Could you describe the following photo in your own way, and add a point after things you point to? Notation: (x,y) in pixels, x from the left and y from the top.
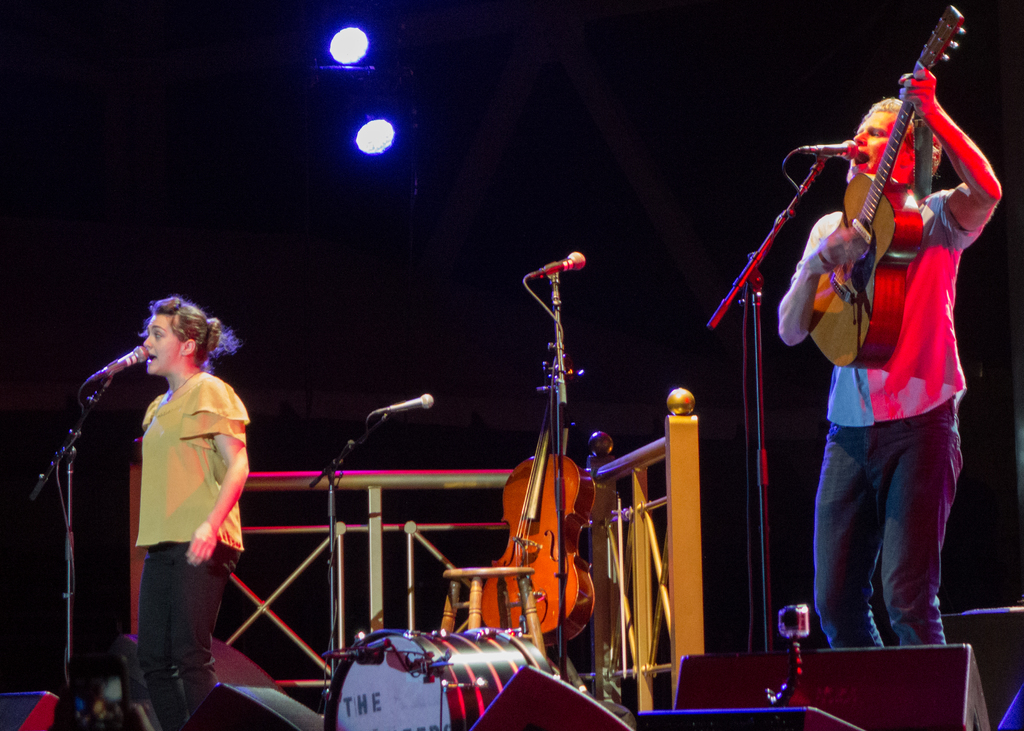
in this image there are the two persons (844,452) performing a musical art and on the left corner (176,469) a person (169,429) standing in front of the mike (115,363) she is open her mouth (150,356), and on the right corner (872,319) a person (911,331) holding a guitar (875,192) and his mouth (856,160) is open, on the background (385,121) there are the lights (376,141) visible. and on the ground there are the musical instrument (462,659) kept.
